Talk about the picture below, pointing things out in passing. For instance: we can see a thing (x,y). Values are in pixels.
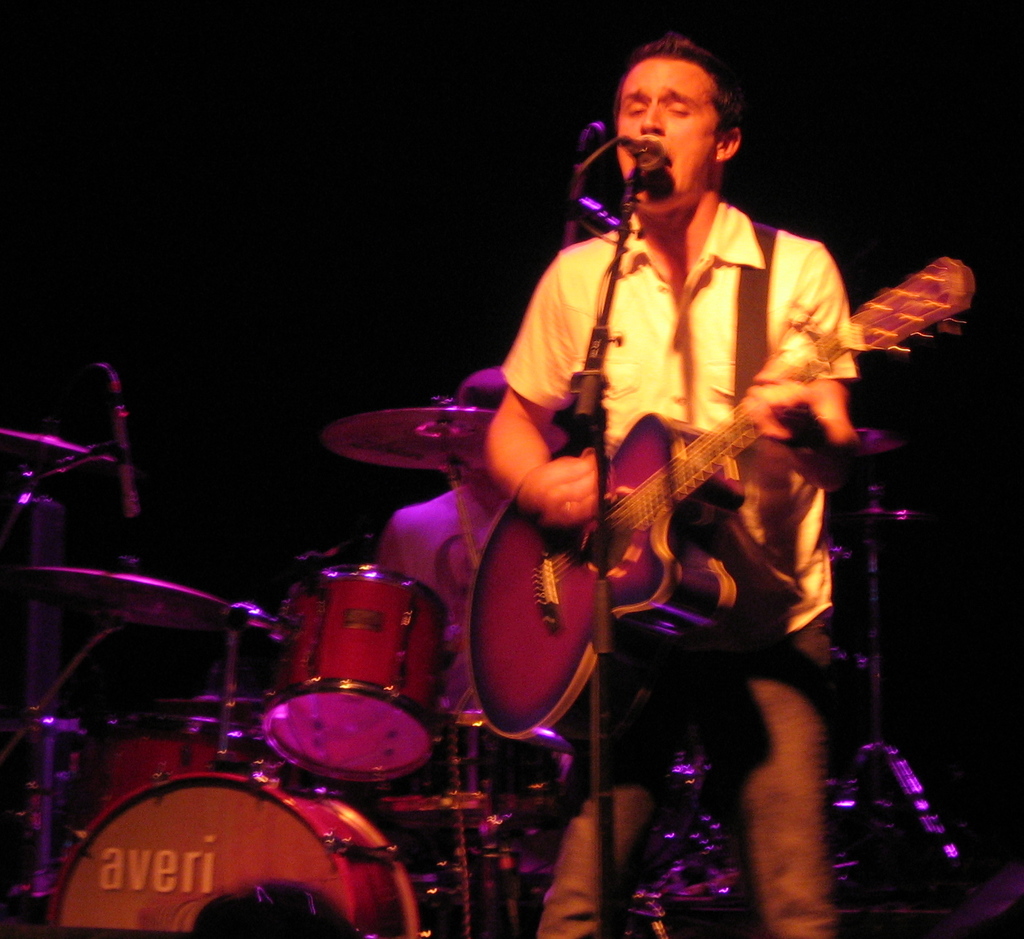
In this image I see a man (559,917) who is standing in front of a mic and he is holding a guitar (670,492), In the background (480,466) I see another person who is near to the drums (396,464) and I can see another mic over here and It is dark in the background (432,309).
